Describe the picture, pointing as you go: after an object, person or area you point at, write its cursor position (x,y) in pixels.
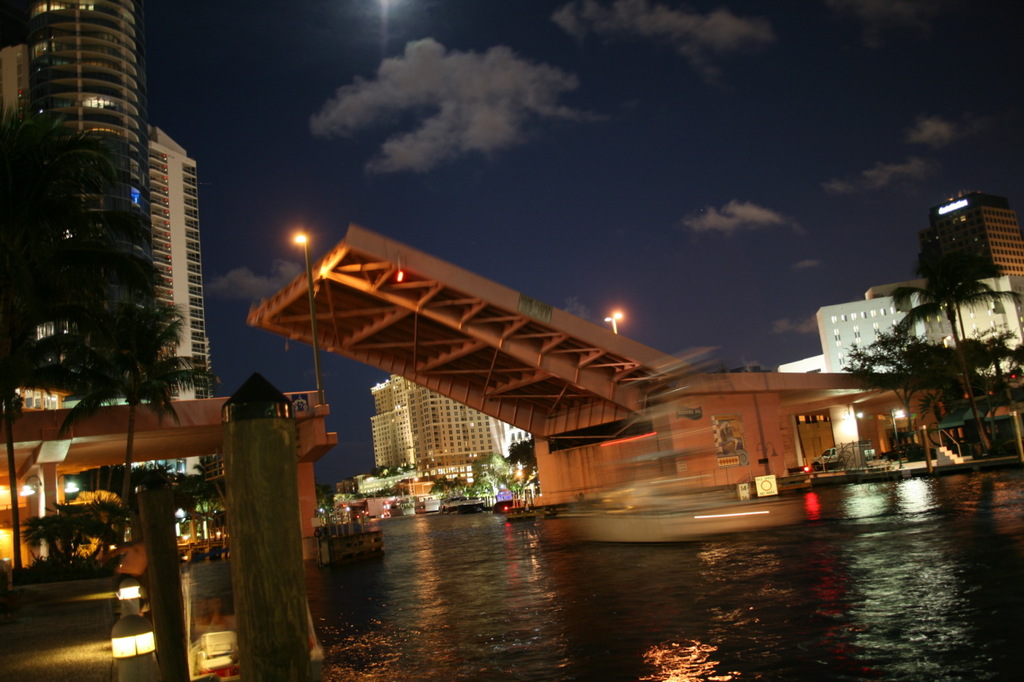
In the picture I can see the water (599,618), bridge (58,460), buildings (377,475), trees (49,511), lights (189,537) and the dark sky (536,261) in the background (468,266).
